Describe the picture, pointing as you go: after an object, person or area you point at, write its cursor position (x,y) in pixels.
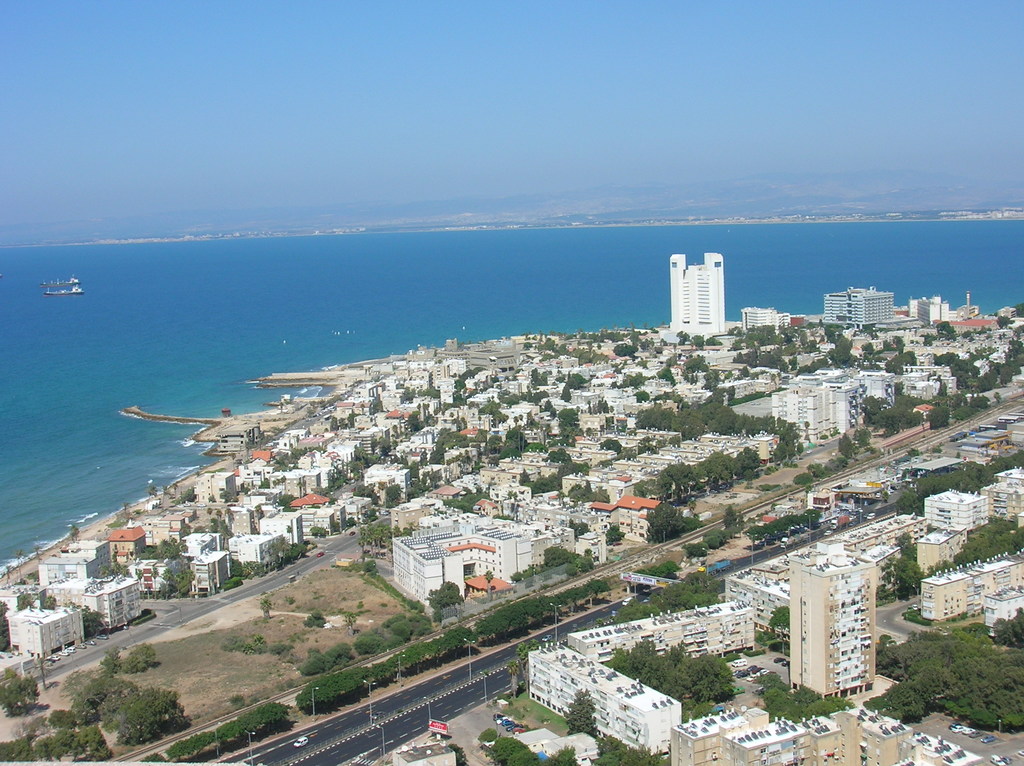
In this image on the foreground (501,545) there are buildings (815,408), trees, roads (405,721), vehicles (833,517). In the background (169,295) on a water body (279,293) there are ships (75,291). The sky (189,112) is clear.
